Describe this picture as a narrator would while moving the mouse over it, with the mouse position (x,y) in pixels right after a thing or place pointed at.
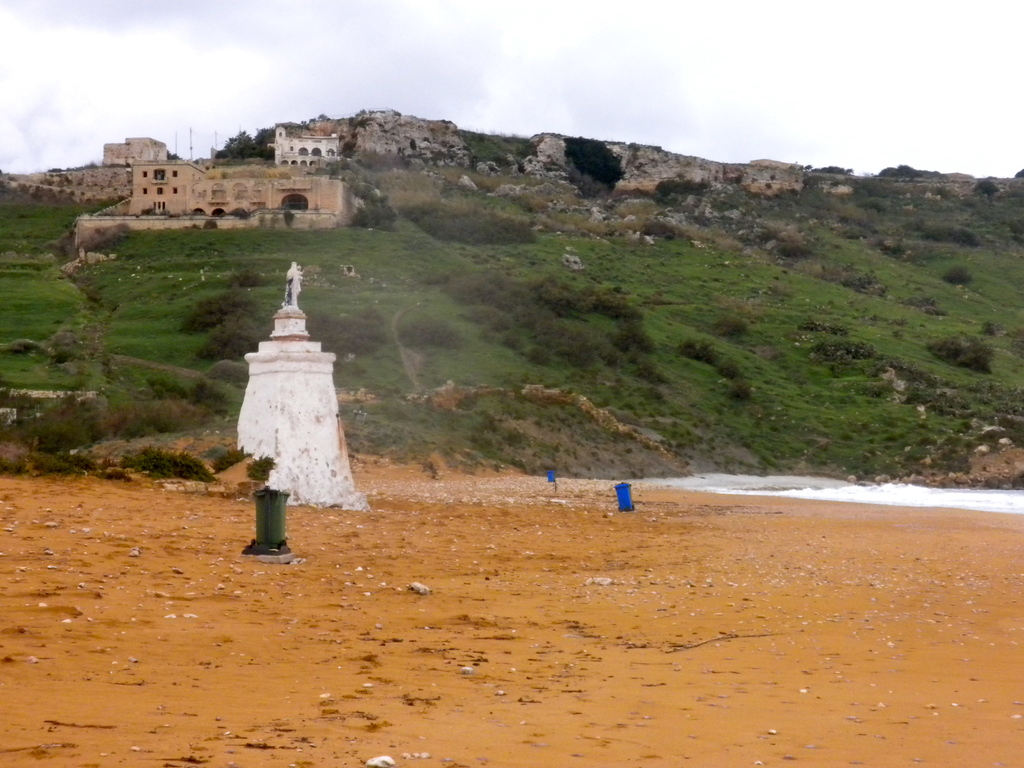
As we can see in the image there is hill (639,300), grass (701,414), trees (559,305), statue (291,285) and building (224,179). On the top (359,42) there is sky (321,70).
